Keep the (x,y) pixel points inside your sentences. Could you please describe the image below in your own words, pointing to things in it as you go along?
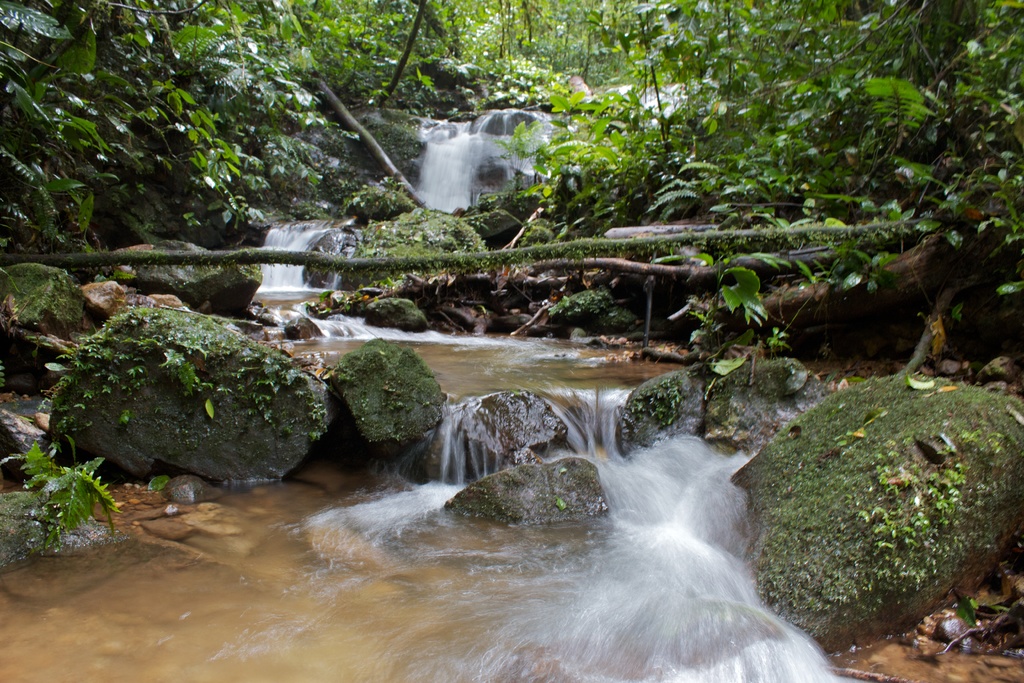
In this image there are leaves (573,217), branches (569,259), rocks (225,376) and water (655,505).
